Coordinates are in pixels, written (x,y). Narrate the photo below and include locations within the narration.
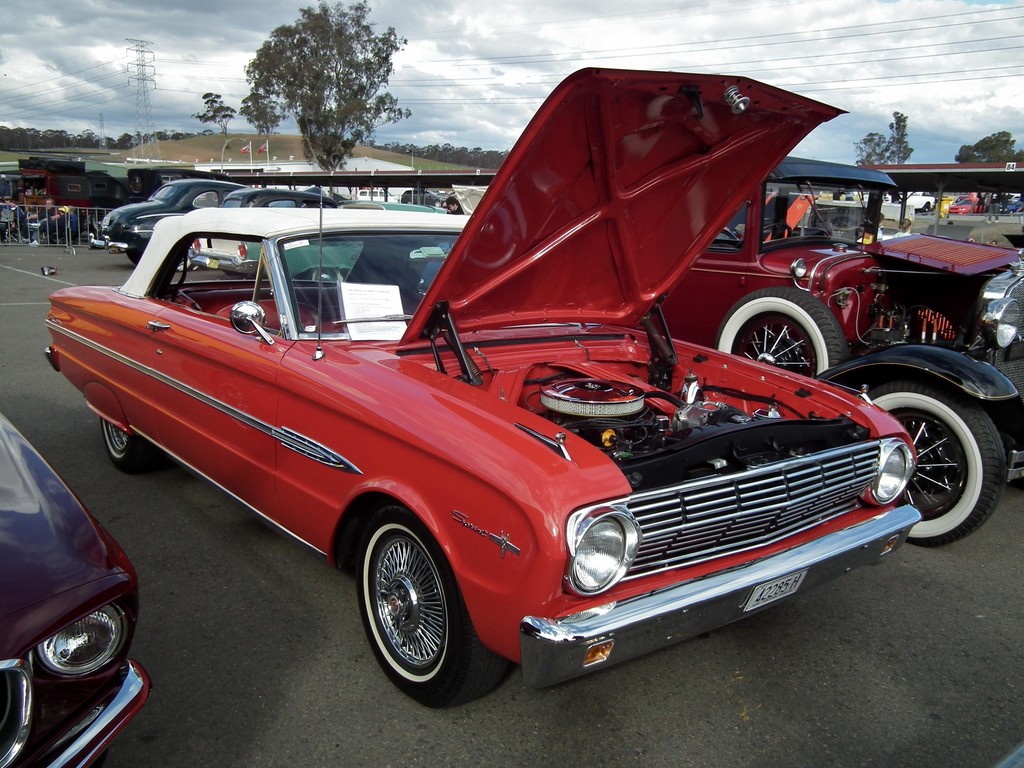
In this image there are vehicles (257,243) parked on the road (107,502). In the foreground (323,429) there is a car (441,440). The bonnet (622,185) of the car (577,283) is open. There is a paper (353,293) on the glass (328,275) of the car (370,278). Behind the cars (120,236) there is a railing (72,219) on the road (913,229). In the background (115,202) there are vehicles (67,186), a shed (938,179), trees (306,147), towers (142,137) and a hill (217,139). At the top (568,19) there is the sky (682,18).
